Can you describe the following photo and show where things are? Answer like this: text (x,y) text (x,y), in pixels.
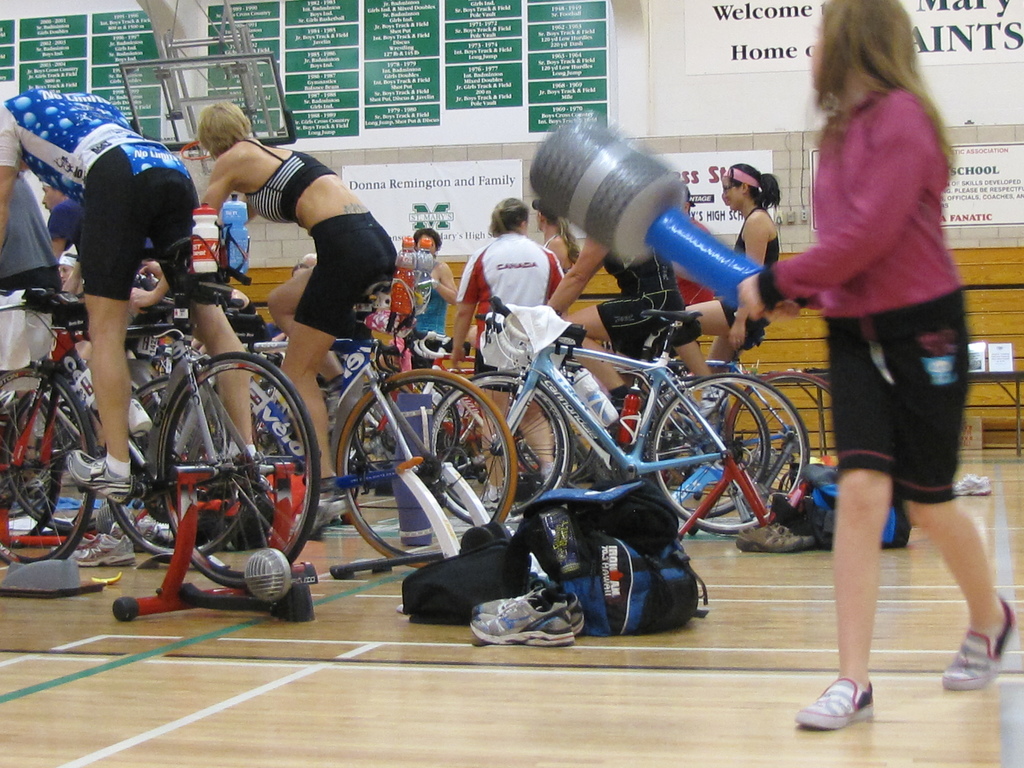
In this image we can see people (348,335) riding bicycles (564,447). On the right (941,427) there is a lady (882,426) standing and holding an object (572,150). In the center (671,507) there are bags (670,554) and shoes (760,543) placed on the floor (481,679). In the background (318,151) there is a wall (490,154) and we can see boards (520,194). There are bottles (203,226).
